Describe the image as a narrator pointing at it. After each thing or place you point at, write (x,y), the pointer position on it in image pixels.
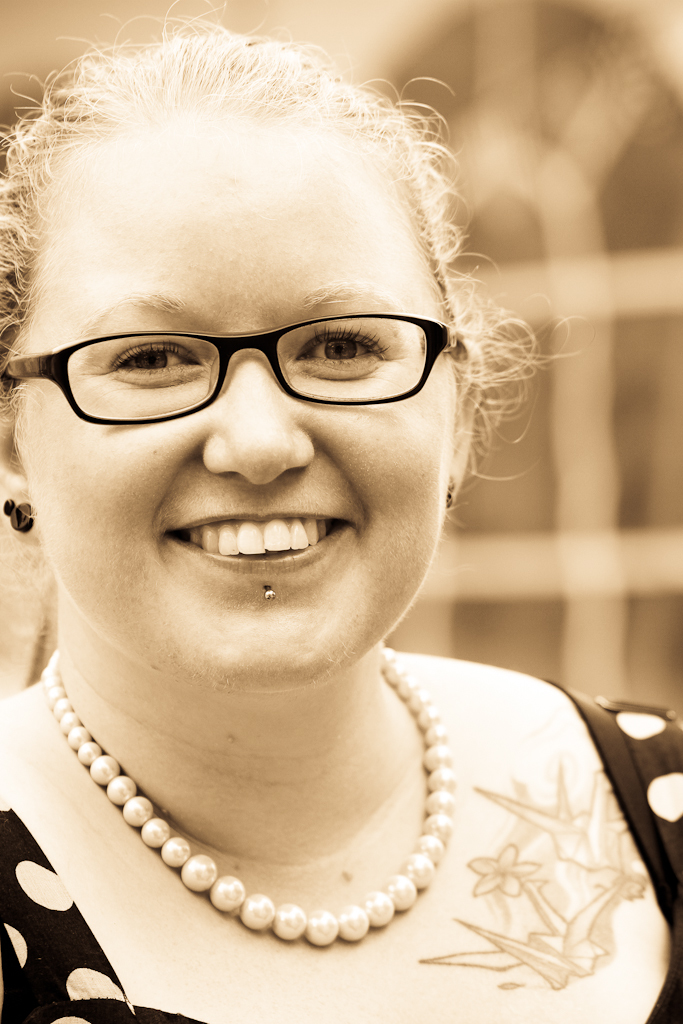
This is a black and white image. Here I can see a woman (217,532) wearing a chain (99,761), spectacles (142,410), smiling and giving pose for the picture. The background (535,41) is blurred.
